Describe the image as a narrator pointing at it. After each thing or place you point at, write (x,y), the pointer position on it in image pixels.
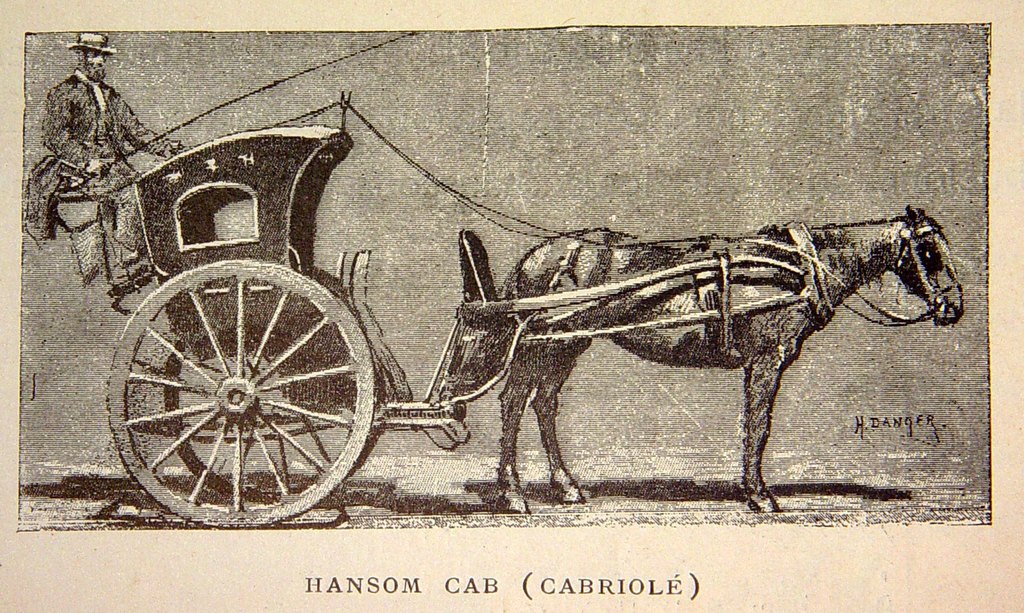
In this picture we can see a photograph, here we can see a horse cart (753,508) on the ground (681,513) and we can see a person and some text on it.
